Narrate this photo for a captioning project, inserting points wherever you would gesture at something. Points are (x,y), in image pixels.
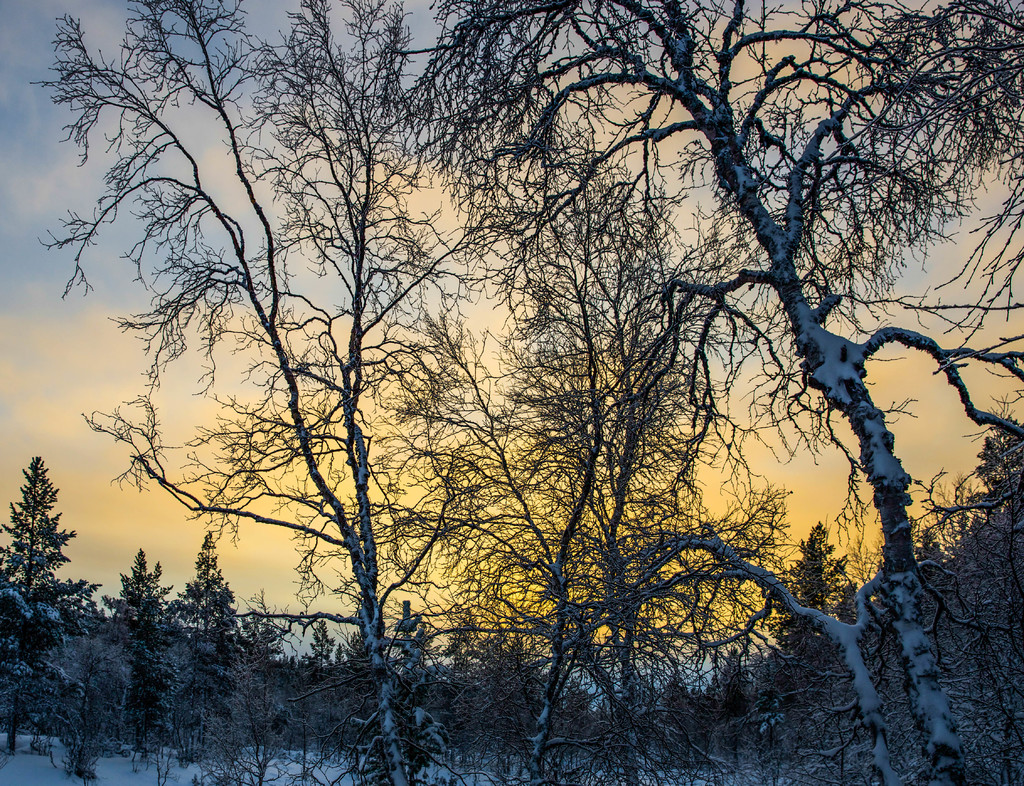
In this picture we can see trees (396,699), snow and a sky (103,452).
